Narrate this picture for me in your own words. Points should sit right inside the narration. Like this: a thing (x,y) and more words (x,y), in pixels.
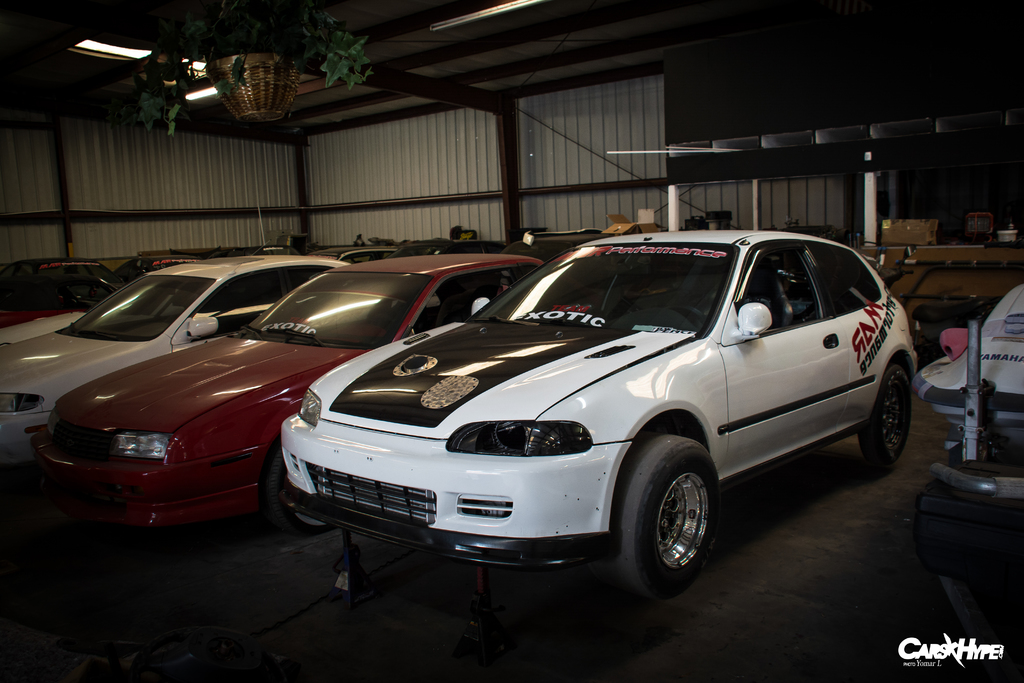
In this image I can see few cars (499,261) in different color. Back I can see few objects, poles (509,154) and a shed (529,151). In front (312,30) I can see a flower pot (270,31).
